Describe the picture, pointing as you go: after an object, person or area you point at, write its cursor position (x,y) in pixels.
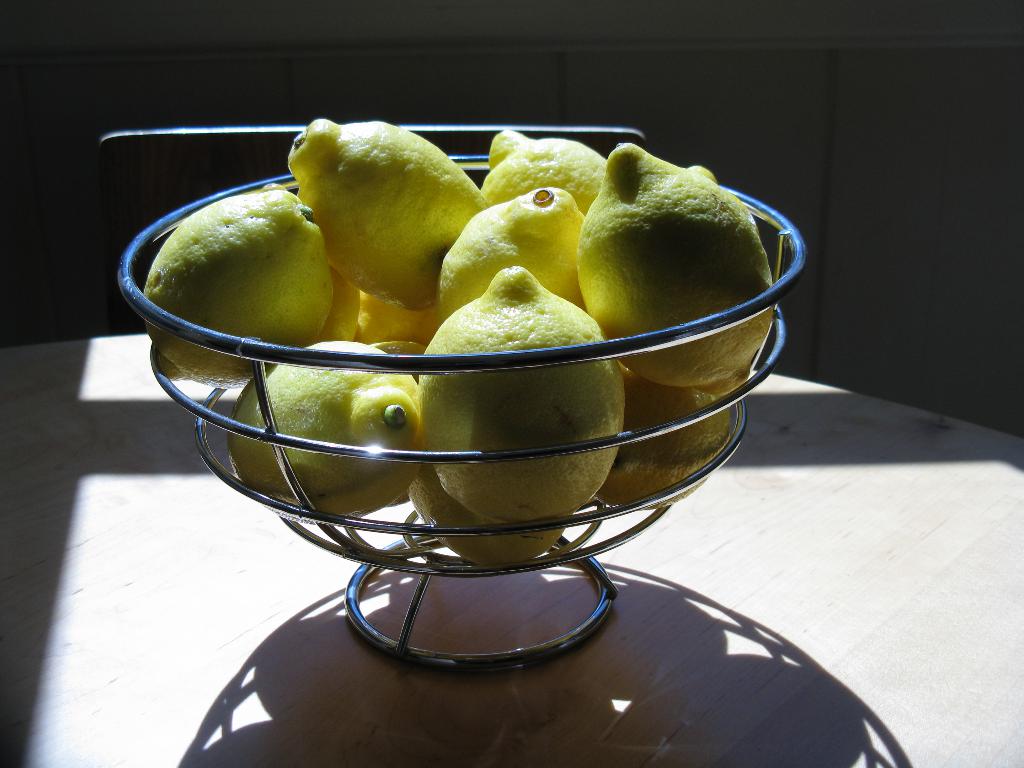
In this picture we can see lemons (436,176) in a bowl (212,334) and this bowl (480,167) is placed on a table (134,592) and in the background (368,101) we can see the wall (764,153).
